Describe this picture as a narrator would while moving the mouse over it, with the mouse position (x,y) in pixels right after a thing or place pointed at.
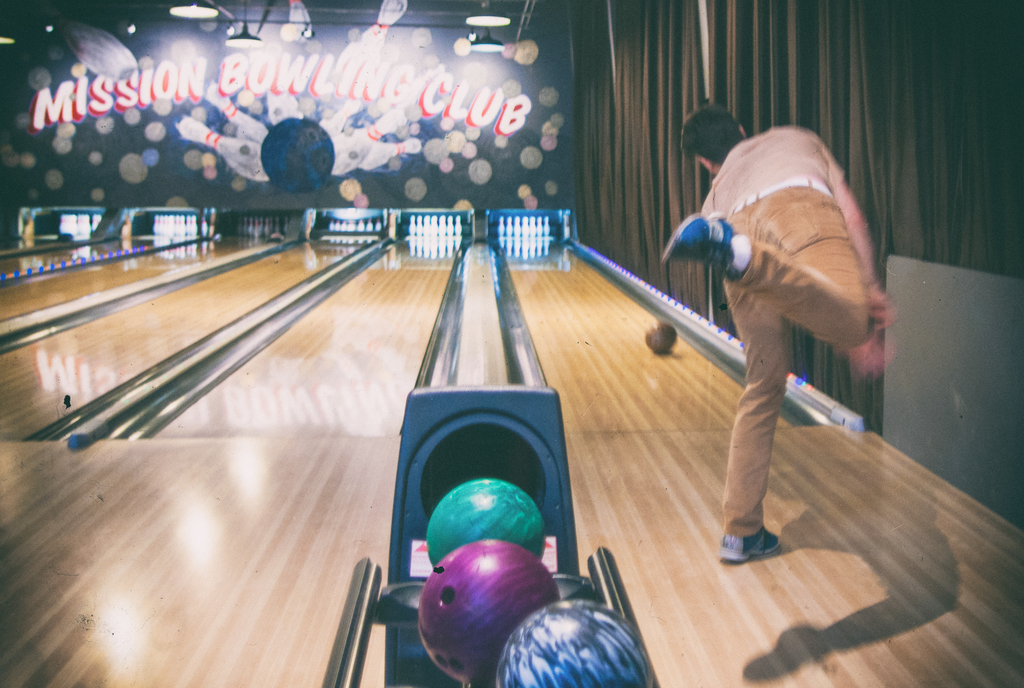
In this picture we can see a man (751,317) is playing bowling game, beside to him we can find few bowling balls (478,564), in the background (528,228) we can see few pins (245,224) and lights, and also we can see curtains (645,100).
